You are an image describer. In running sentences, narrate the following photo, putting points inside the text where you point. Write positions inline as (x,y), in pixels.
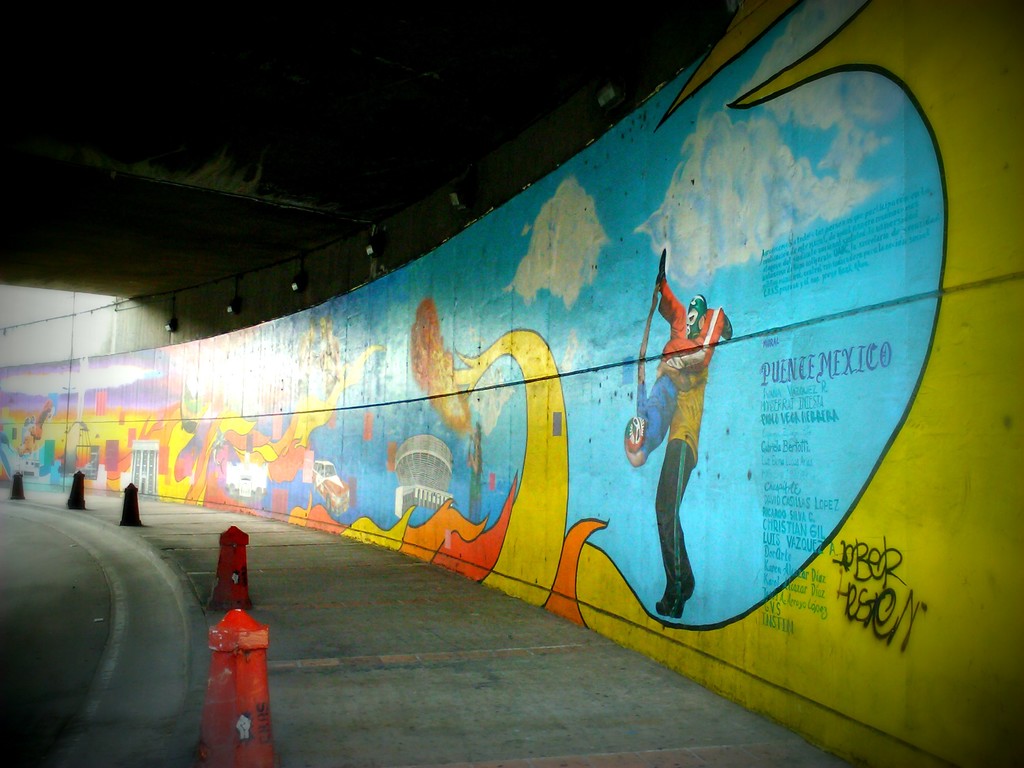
In this image we can see paintings (561,422) on the wall (564,333), electric lights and barrier poles (235,561) on the road (187,669).
